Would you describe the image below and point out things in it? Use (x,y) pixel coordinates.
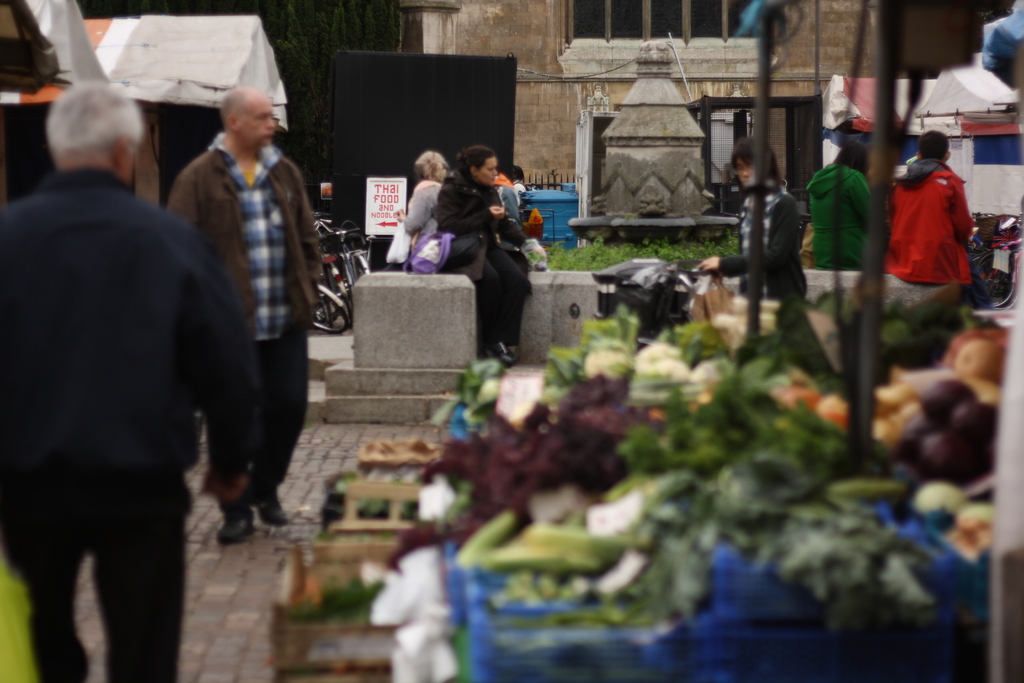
In this image there are a few people (133,485) walking on the path (302,437) and few (940,229) are sitting on the wall structure (412,278). On the right side of the image (853,527) there are few vegetables (565,414) arranged, there are buildings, in front of the buildings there are few bicycles (365,258) are parked.
